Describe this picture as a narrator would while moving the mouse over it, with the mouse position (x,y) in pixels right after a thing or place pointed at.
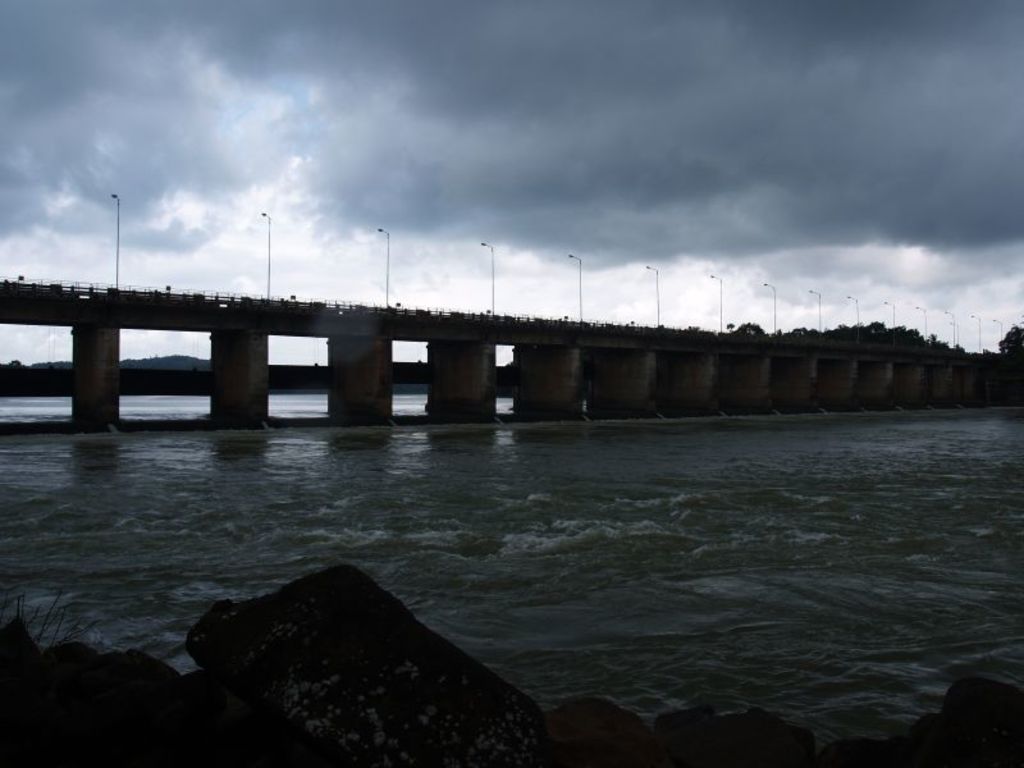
This is an outside view. In this image I can see a sea (475,497) and also there is a bridge (351,358). On the bridge (331,344), I can see some poles (118,254). At the bottom of the image (203,721) there are some rocks (215,702). On the top of the image (517,142) I can see the sky (240,120) and it is cloudy.
